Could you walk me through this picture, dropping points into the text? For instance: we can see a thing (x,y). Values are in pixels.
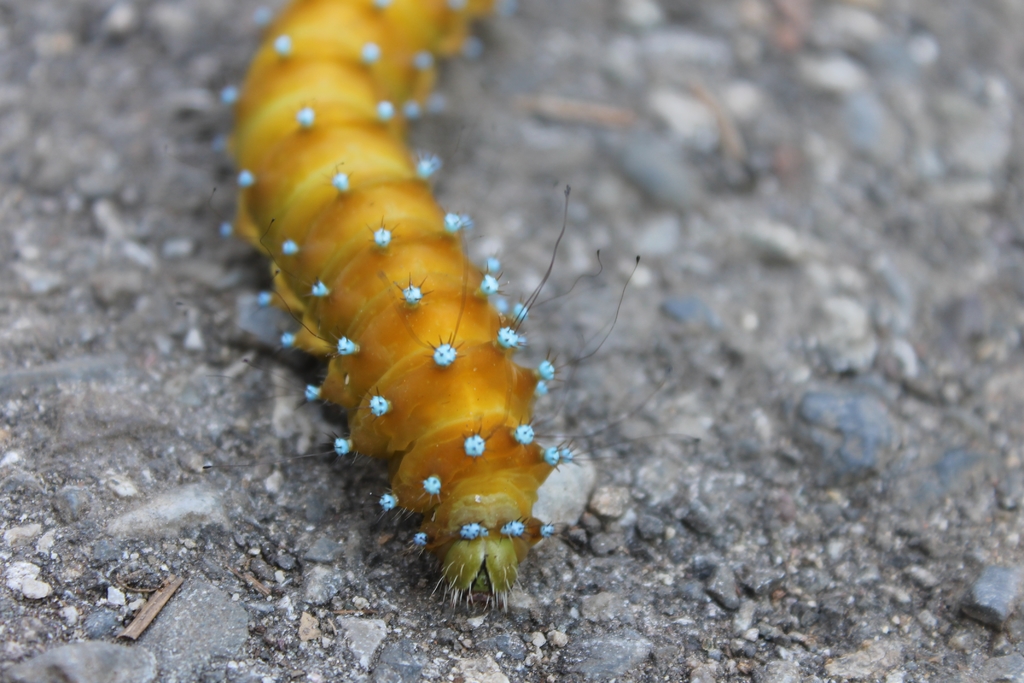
In the center of the image (454,404) we can see a worm (489,333) and there are stones (384,598).
